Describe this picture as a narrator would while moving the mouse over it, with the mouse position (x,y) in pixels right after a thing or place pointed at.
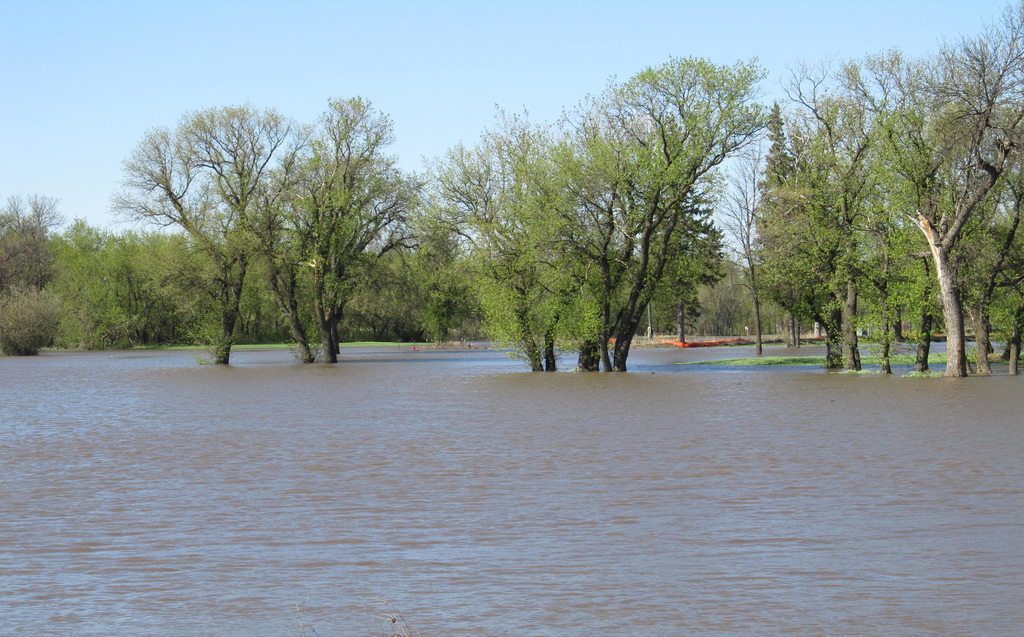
At the bottom of this image (375,449) I can see a river (411,463). In the background (545,262) there are many trees (466,293). At the top (156,74) I can see the sky (156,74).
